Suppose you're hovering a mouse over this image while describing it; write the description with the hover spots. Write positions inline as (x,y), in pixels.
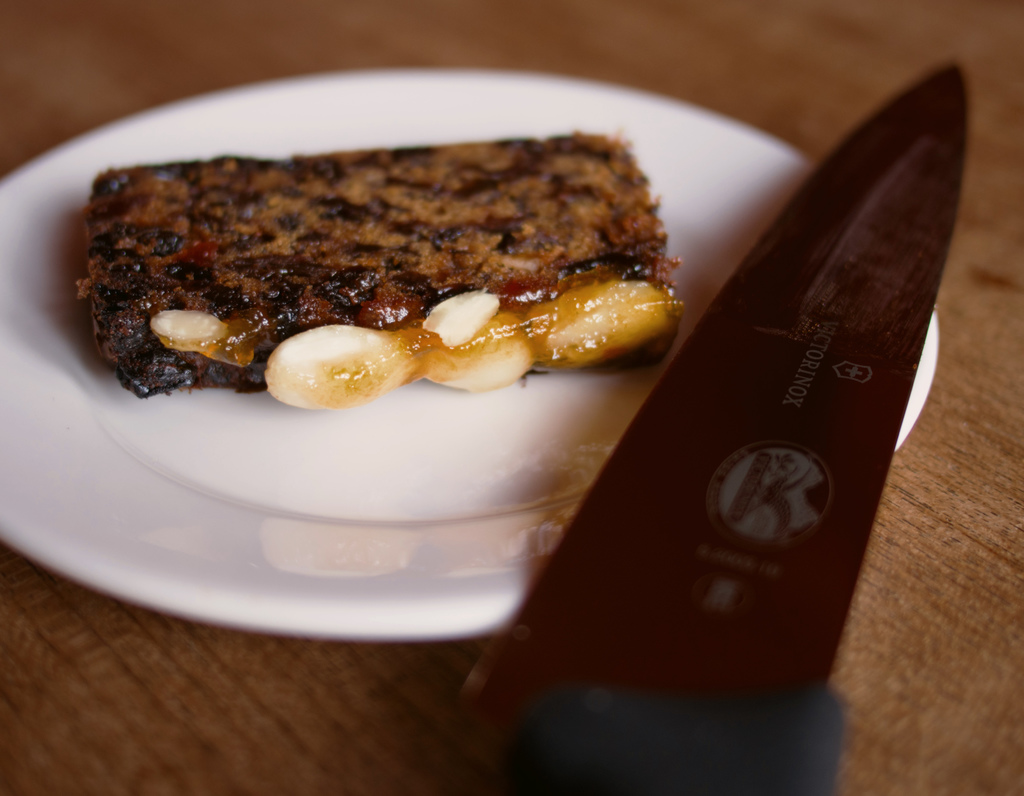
The picture consists of a food item (366,171) placed in a plate (212,480) and there is a knife (809,527) on the plate (728,248) also. At the bottom (152,679) there is a table (928,590).
